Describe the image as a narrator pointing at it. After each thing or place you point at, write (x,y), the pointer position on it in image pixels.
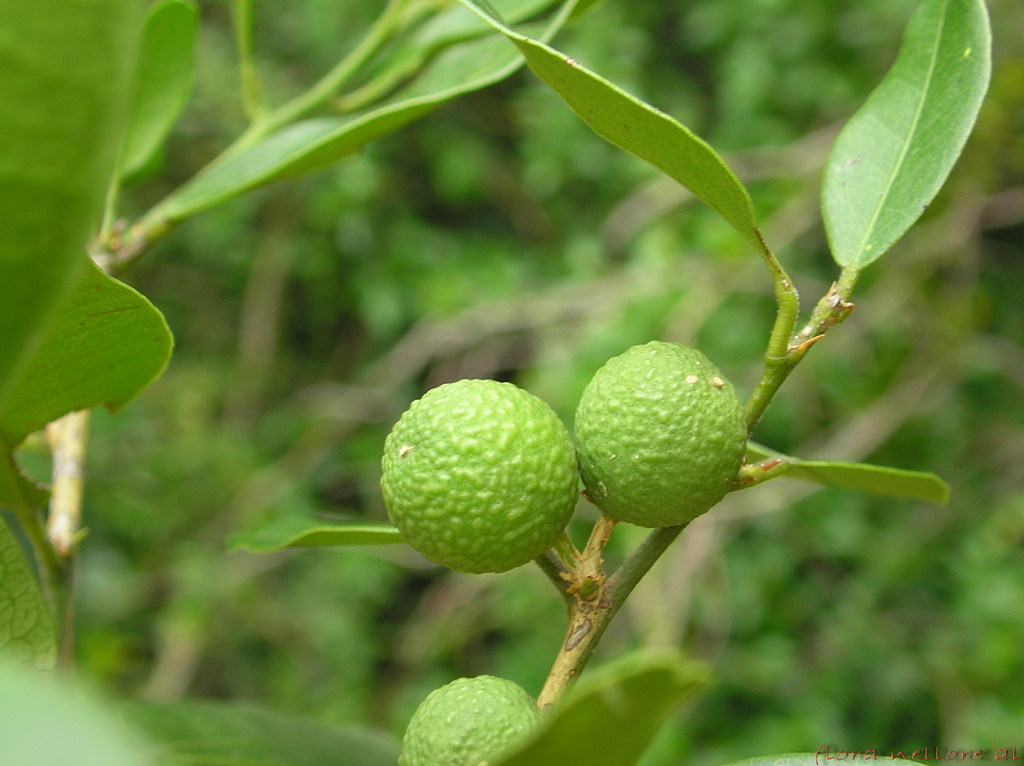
In this picture I can observe green color fruits (475,520) in the middle of the picture (433,443). I can observe leaves (283,150) which are in green color. In the background (512,273) I can observe trees (401,258) which are blurred.
